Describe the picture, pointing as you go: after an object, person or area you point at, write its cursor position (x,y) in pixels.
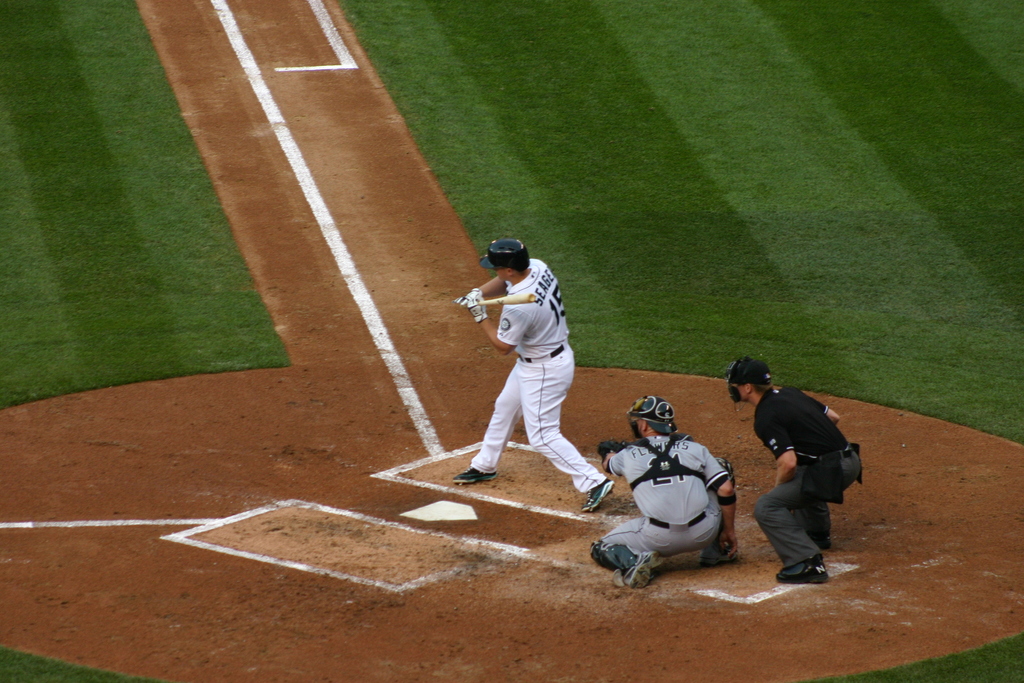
In this image I can see a person (520,366) wearing white jersey (531,323) and dark helmet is standing and holding a bat (500,301) in his hands (476,317). I can see two other persons (689,500) behind him. In the background (716,417) I can see the baseball court (364,155).
